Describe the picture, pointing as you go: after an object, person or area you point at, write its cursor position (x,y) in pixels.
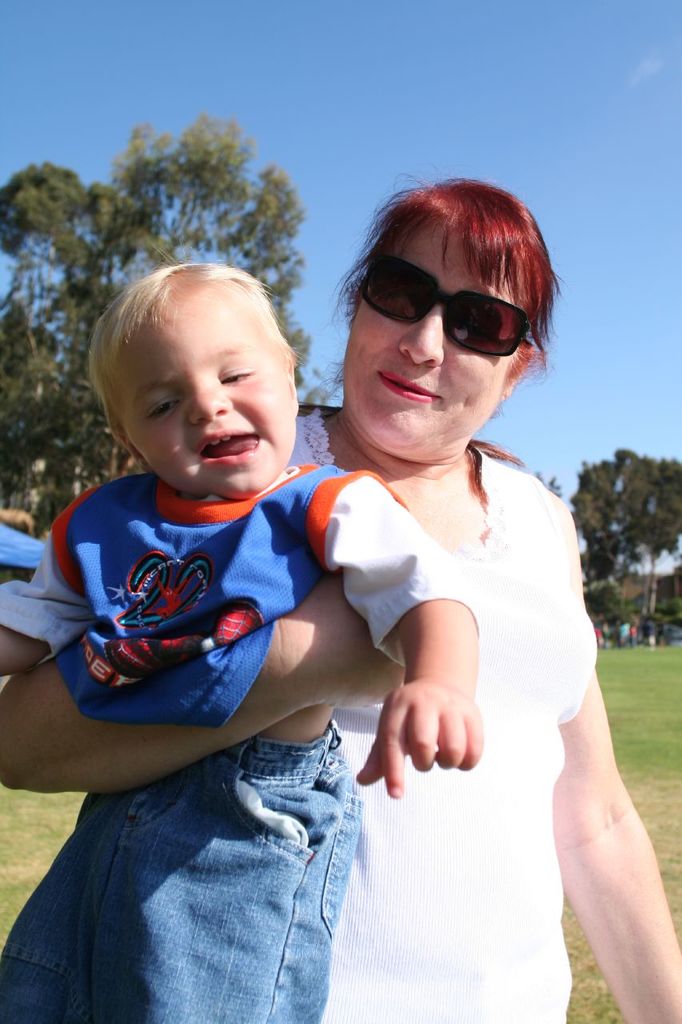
In the center of the image (433,357) we can see a lady (441,464) is standing and wearing goggles (510,339) and holding a boy (294,730). In the background of the image (67,264) we can see the trees (617,547) and some persons (630,643). At the bottom of the image (642,808) we can see the ground (642,808). At the top of the image (601,60) we can see the sky (369,187).
